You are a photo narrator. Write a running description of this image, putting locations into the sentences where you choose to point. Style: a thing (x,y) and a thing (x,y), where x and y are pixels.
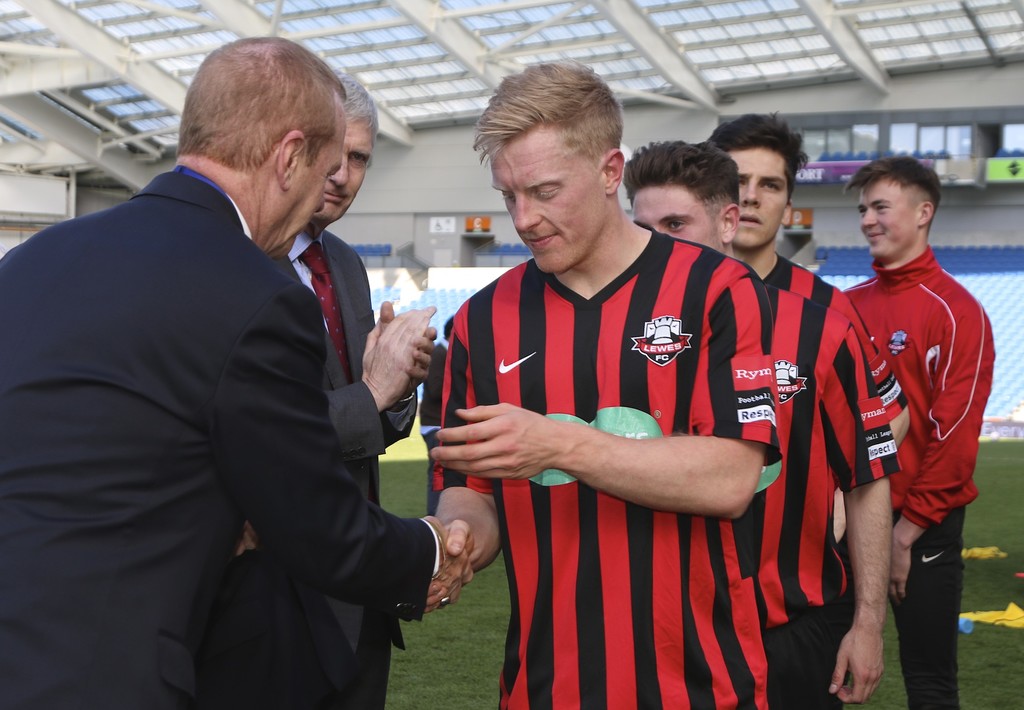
In this image there are some persons (473,516) standing as we can see in middle of this image (484,461) and there is a wall (451,232) in the background (629,209). There is a roof (391,46) on the top of this image (483,83).
